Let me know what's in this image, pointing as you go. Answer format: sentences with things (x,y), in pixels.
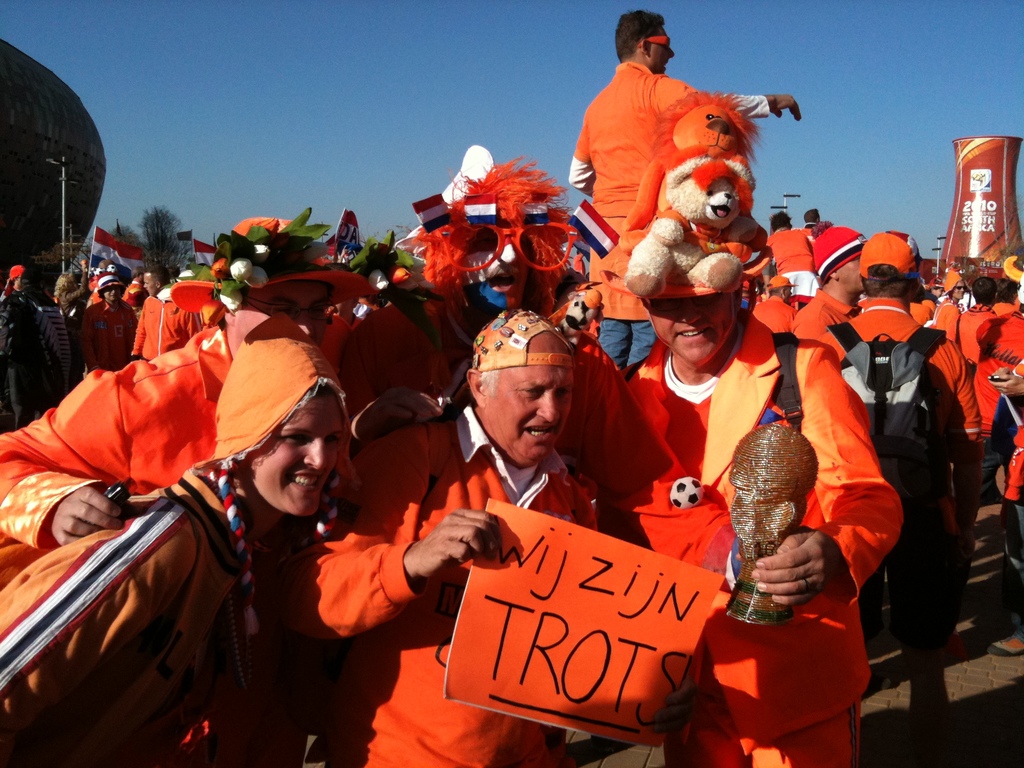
In this image we can see a group of people (830,687) standing on the road (898,649). In the background (289,143) there is a sky (366,173).
